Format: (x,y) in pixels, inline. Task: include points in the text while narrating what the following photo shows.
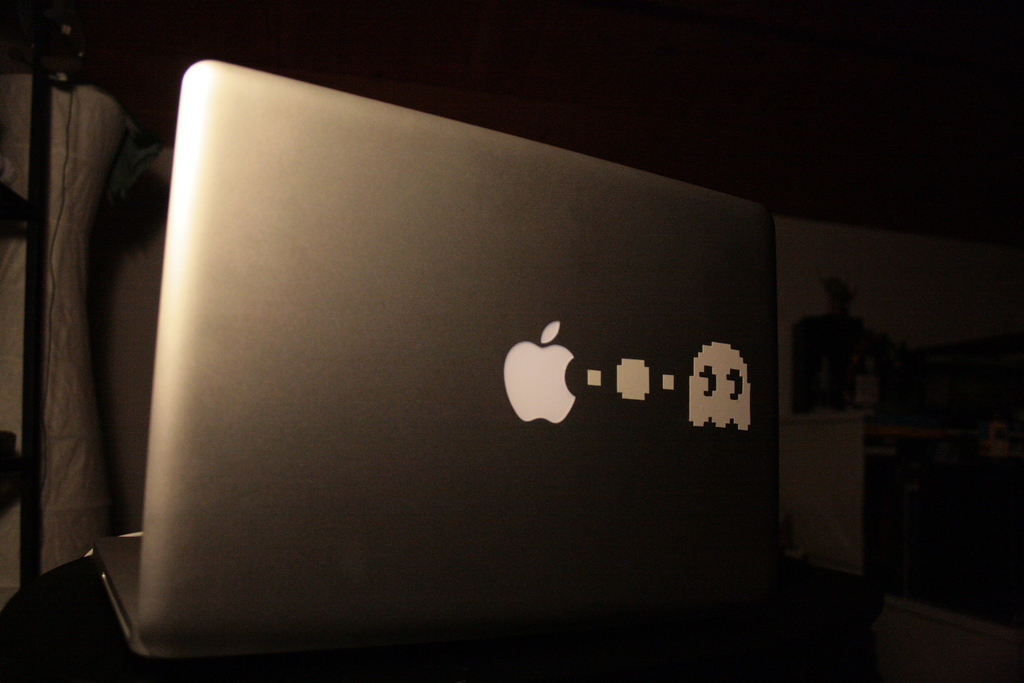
There is a laptop (166,341) and beside the laptop (586,444) there are some objects (912,468) and behind them there is a wall (900,265).
